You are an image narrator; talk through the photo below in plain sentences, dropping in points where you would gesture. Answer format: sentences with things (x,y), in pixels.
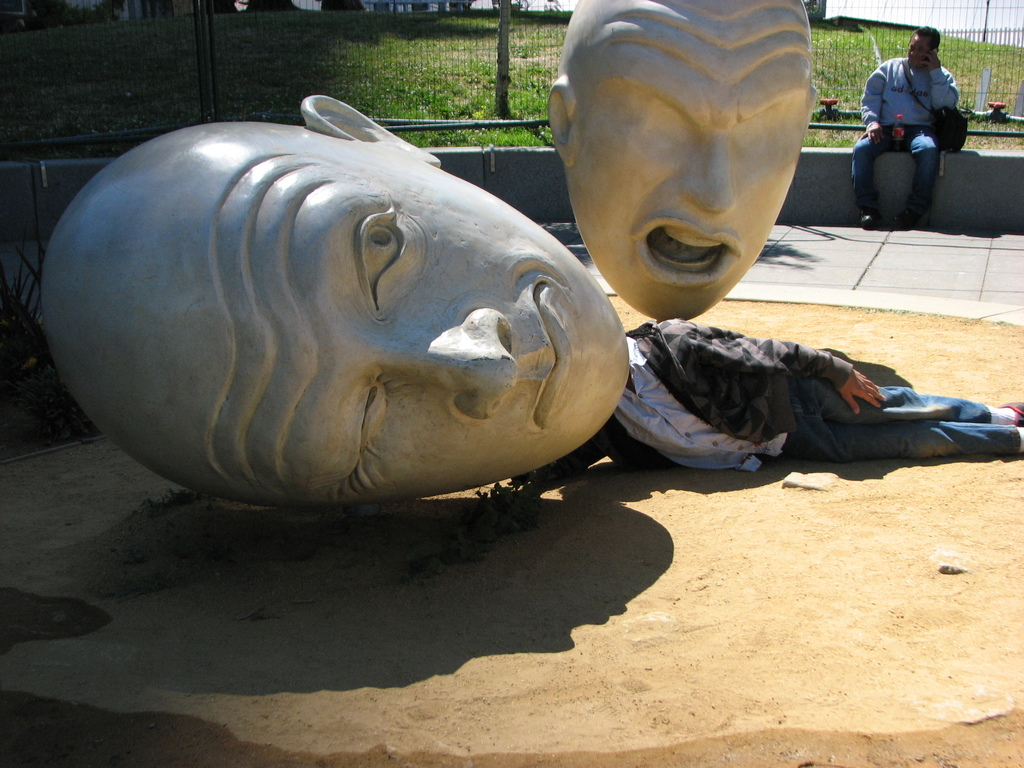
In the image we can see there are human face statues (594,220) kept on the ground (996,615) and there is a man (844,427) lying on the ground (774,462). There is sand (774,462) on the ground (837,462) and there is a man (897,111) sitting on the bench (961,162). Behind there is an iron fencing (519,112) and the ground (470,77) is covered with grass (327,48).
